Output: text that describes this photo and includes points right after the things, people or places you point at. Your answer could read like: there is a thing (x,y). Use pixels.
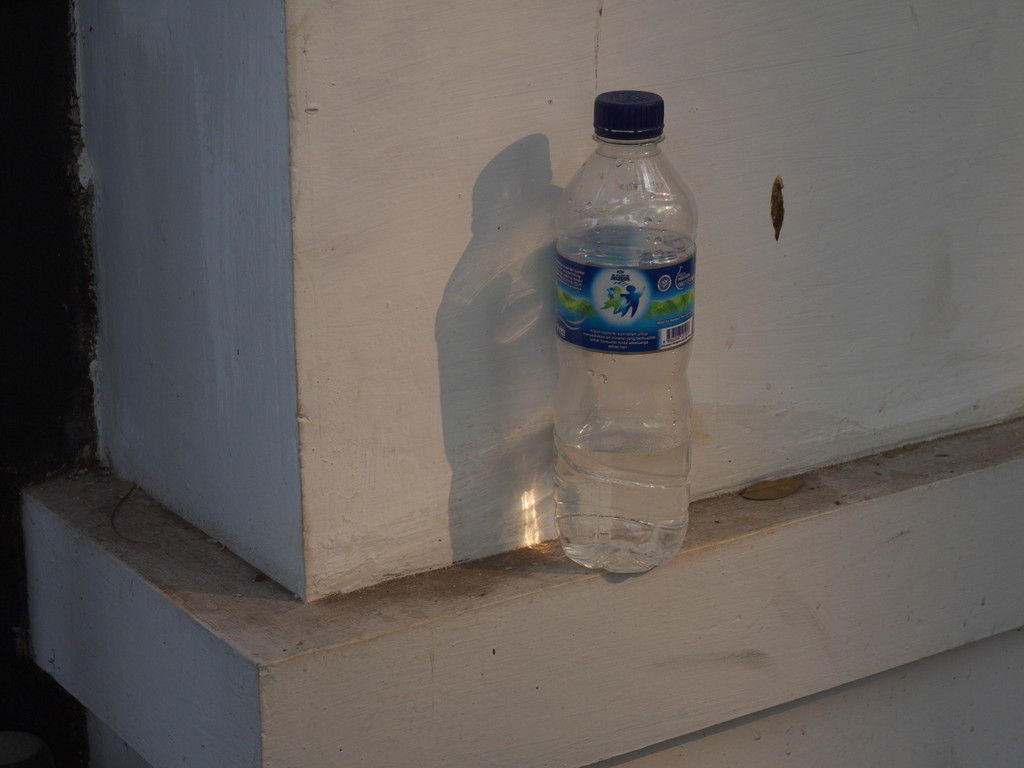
In this image I can see a water bottle (645,327).
